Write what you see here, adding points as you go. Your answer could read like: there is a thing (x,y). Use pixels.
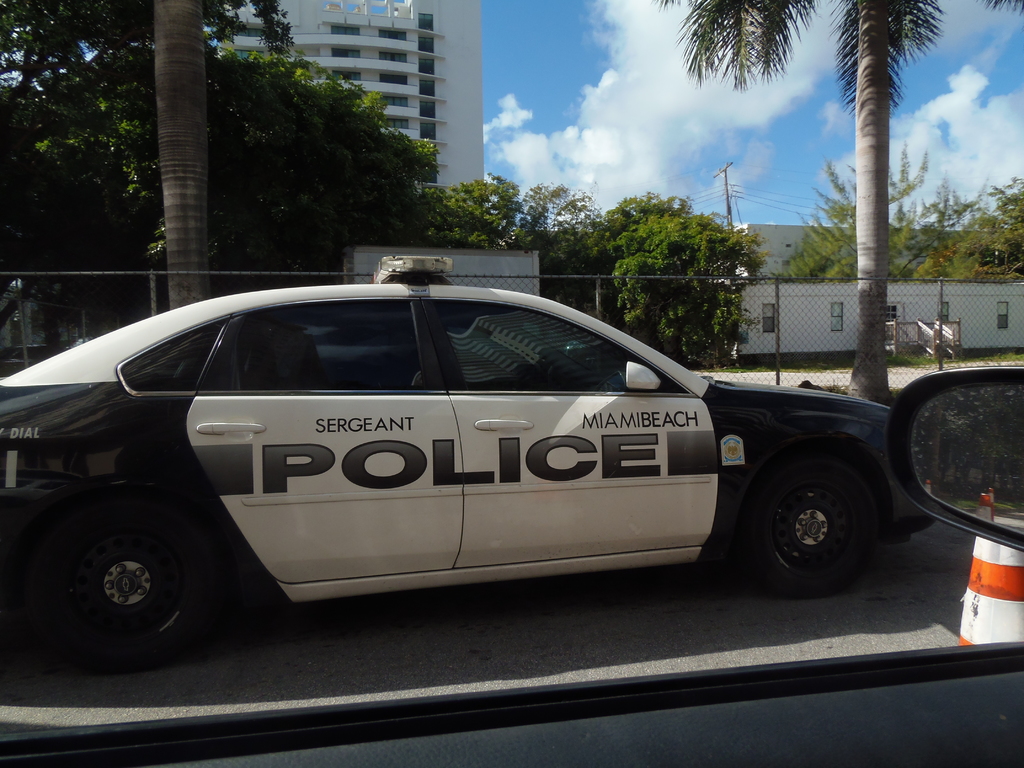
In this image I can see a picture from inside of the vehicle (826,706). To the right side of the image (1023,593) I can see a traffic pole (1010,634) and the side mirror (992,442). I can see a car (410,484) which is white and black in color on the road (586,597). In the background (260,210) I can see the metal fence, few trees (734,251), a white colored building (449,134), a pole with few wires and the sky (572,91).
